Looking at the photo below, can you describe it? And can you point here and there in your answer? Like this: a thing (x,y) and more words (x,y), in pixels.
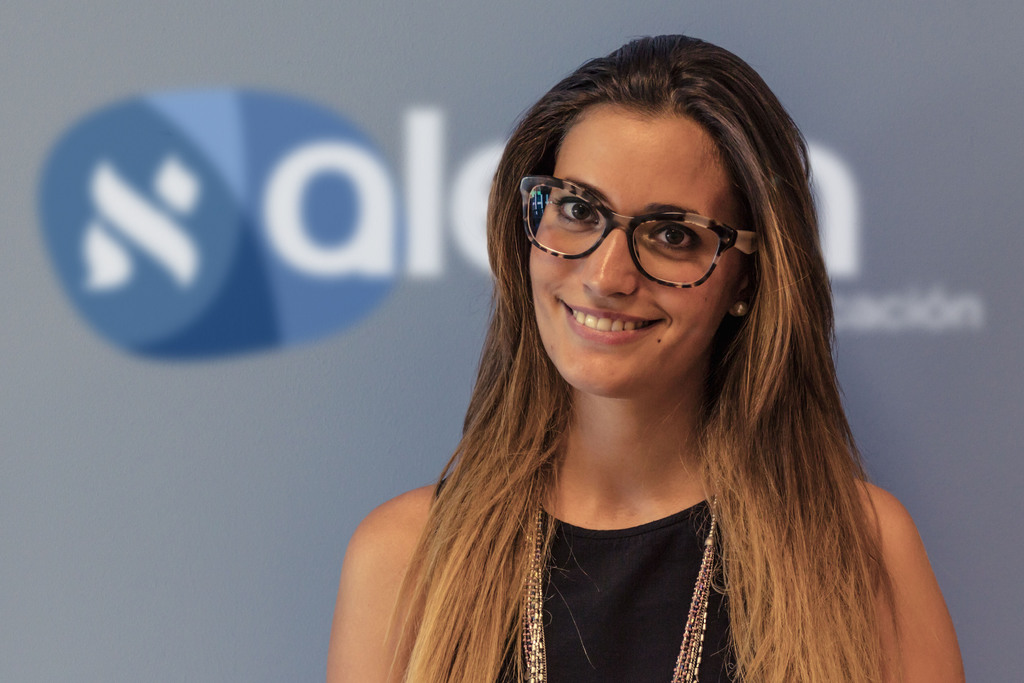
In this picture there is a lady (500,165) on the right side of the image (759,335) and there is a poster (279,204) in the background area of the image (346,217).
